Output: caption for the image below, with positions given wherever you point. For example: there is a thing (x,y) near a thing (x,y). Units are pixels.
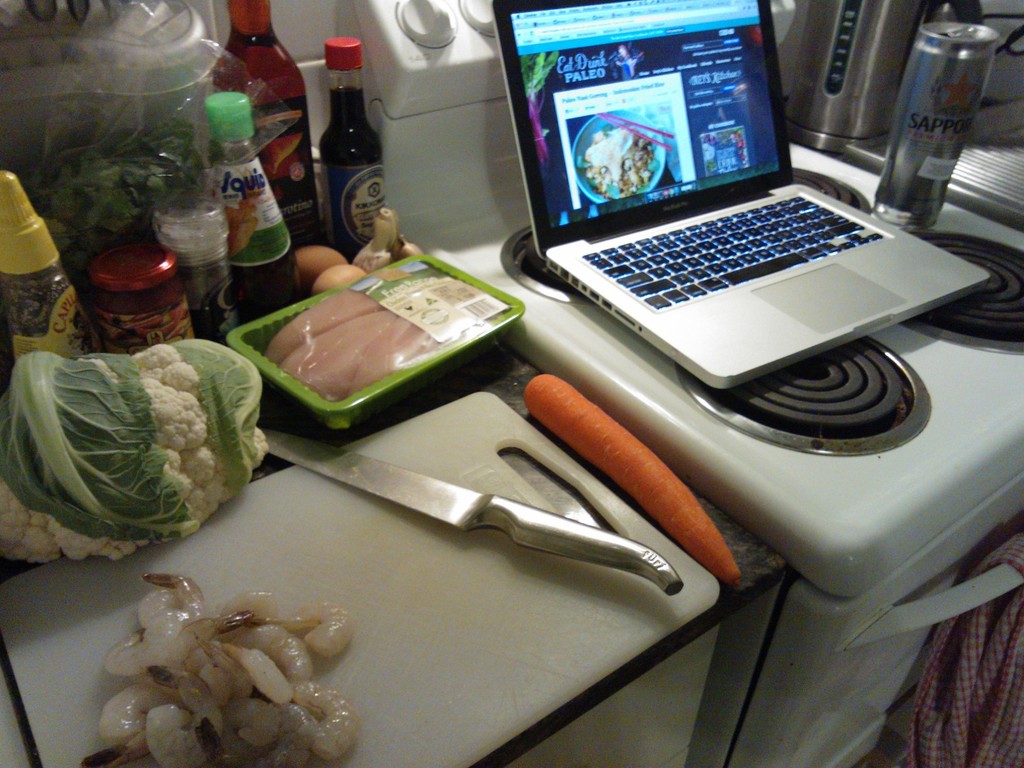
In the picture I can see a laptop (743,59), a knife (444,517), bottles (360,184), vegetables (235,417), a carrot (575,438), some other food items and objects (936,166) on white color objects (466,622). On the screen (698,99) of a laptop (682,146) I can see a web page (641,152) and a photo of food item (581,164).
